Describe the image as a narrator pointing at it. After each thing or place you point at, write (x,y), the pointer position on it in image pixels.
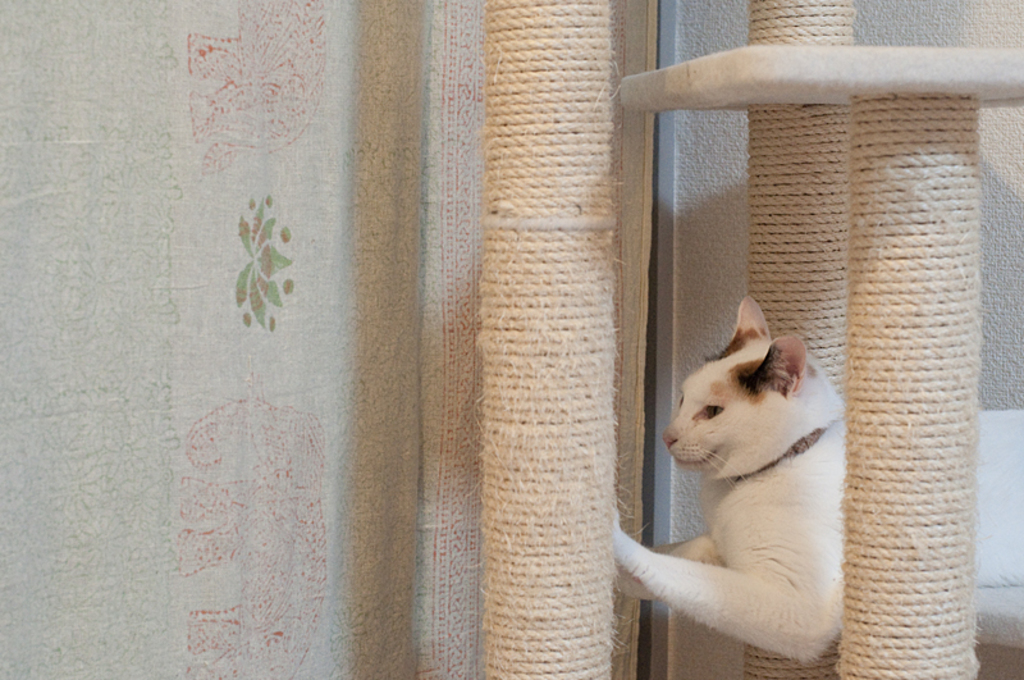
In this image I can see the cat (841,453) in white and brown color. I can also see few ropes (506,365) to the poles (805,330), background (303,367) the curtain (226,373) is in white color.
